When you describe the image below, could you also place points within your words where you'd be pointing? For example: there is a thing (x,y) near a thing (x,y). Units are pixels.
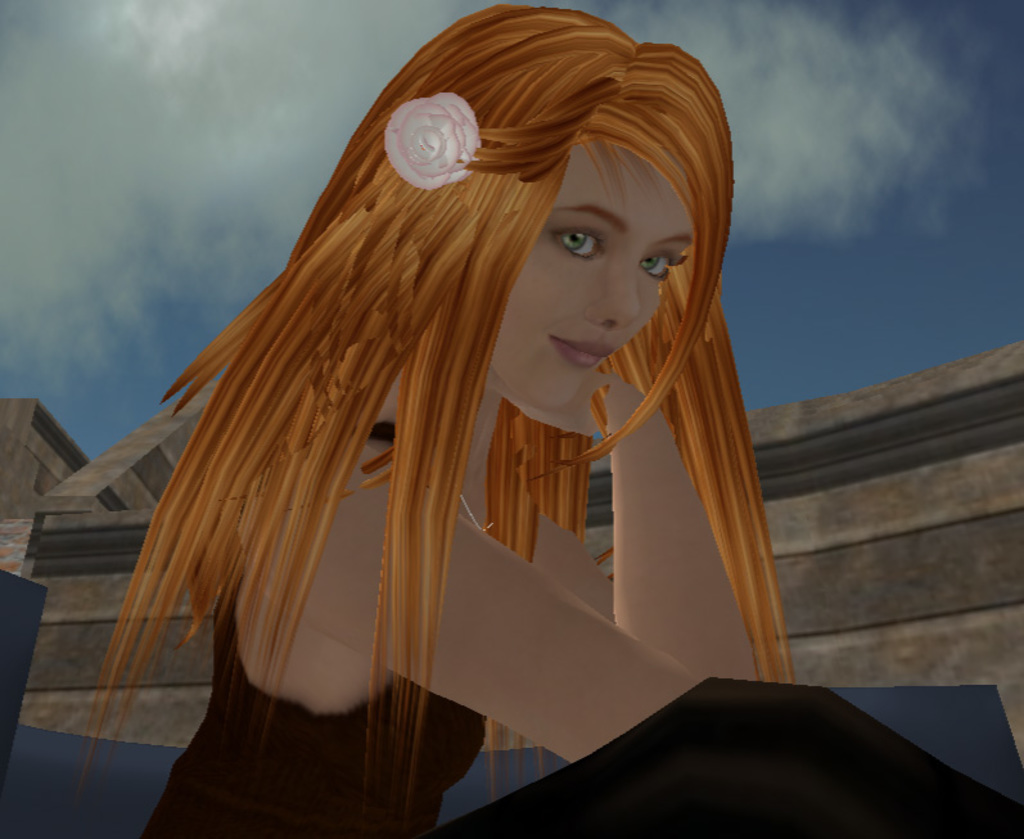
In this image we can see a graphical image of a women (408,338) wearing black dress (389,809) and in the background (807,118), we can see cloudy sky (915,283).
